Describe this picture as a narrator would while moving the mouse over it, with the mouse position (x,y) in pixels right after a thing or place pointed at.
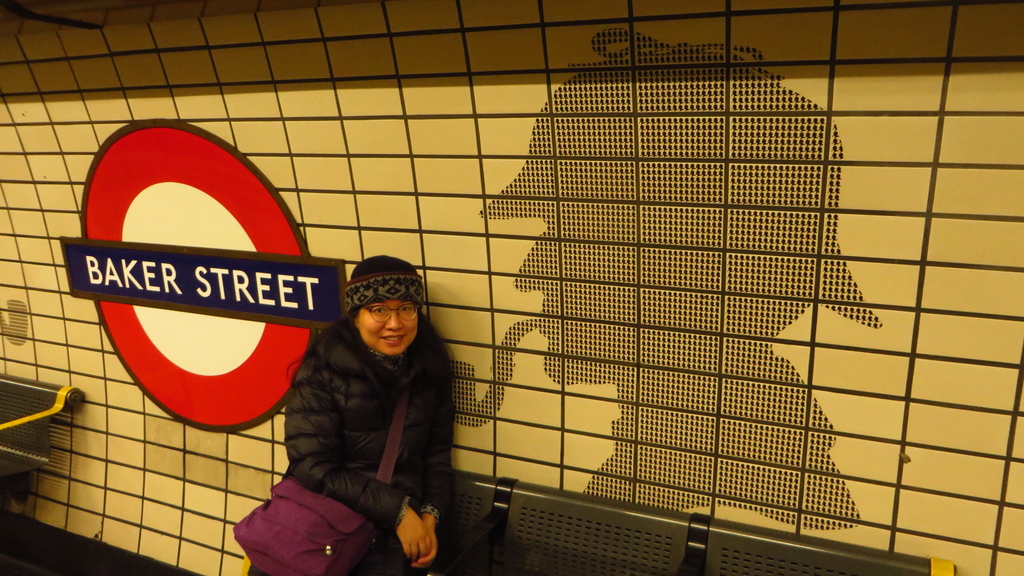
Here we can see a woman (369,566). She wore jacket (377,385), bag (394,440), spectacles (393,309) and smiling. On this tile wall (347,210) there is an information board (264,273).
